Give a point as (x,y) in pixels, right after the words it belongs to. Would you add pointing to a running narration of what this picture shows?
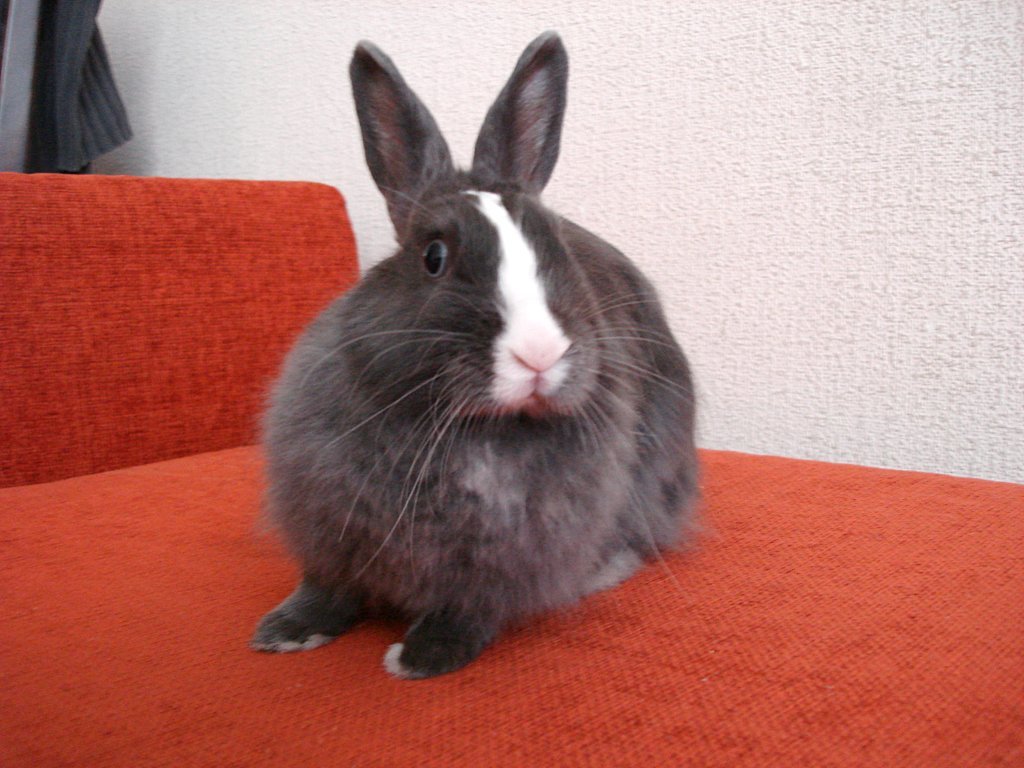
In this image I can see an orange colour thing (247,491) and on it I can see a black and white colour rabbit (525,372). On the top left corner of this image (52,144) I can see a cloth (70,90) and in the background (752,20) white colour wall (713,210).
